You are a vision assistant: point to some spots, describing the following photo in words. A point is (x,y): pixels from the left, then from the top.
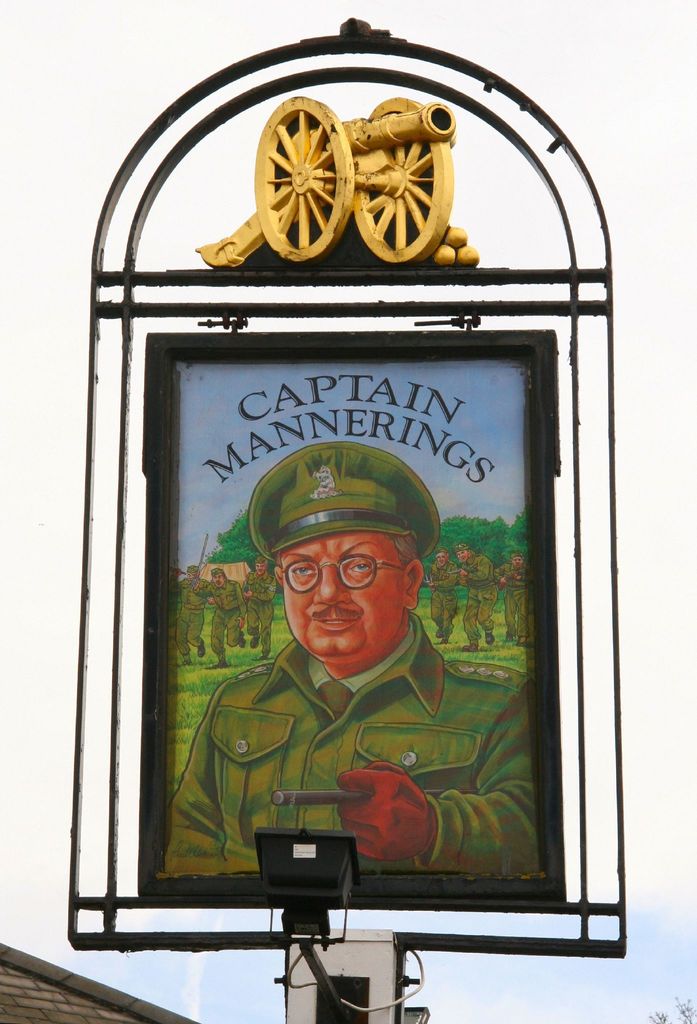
In this image we can see a board (344,560). On the board (353,560) we can see picture (312,669) of people (212,594), trees (429,555), ground (184,681), and sky (392,430). At the top of the board (471,825) we can see a miniature vehicle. At the bottom of the image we can see a light (271,841). There is a white background (558,45).
